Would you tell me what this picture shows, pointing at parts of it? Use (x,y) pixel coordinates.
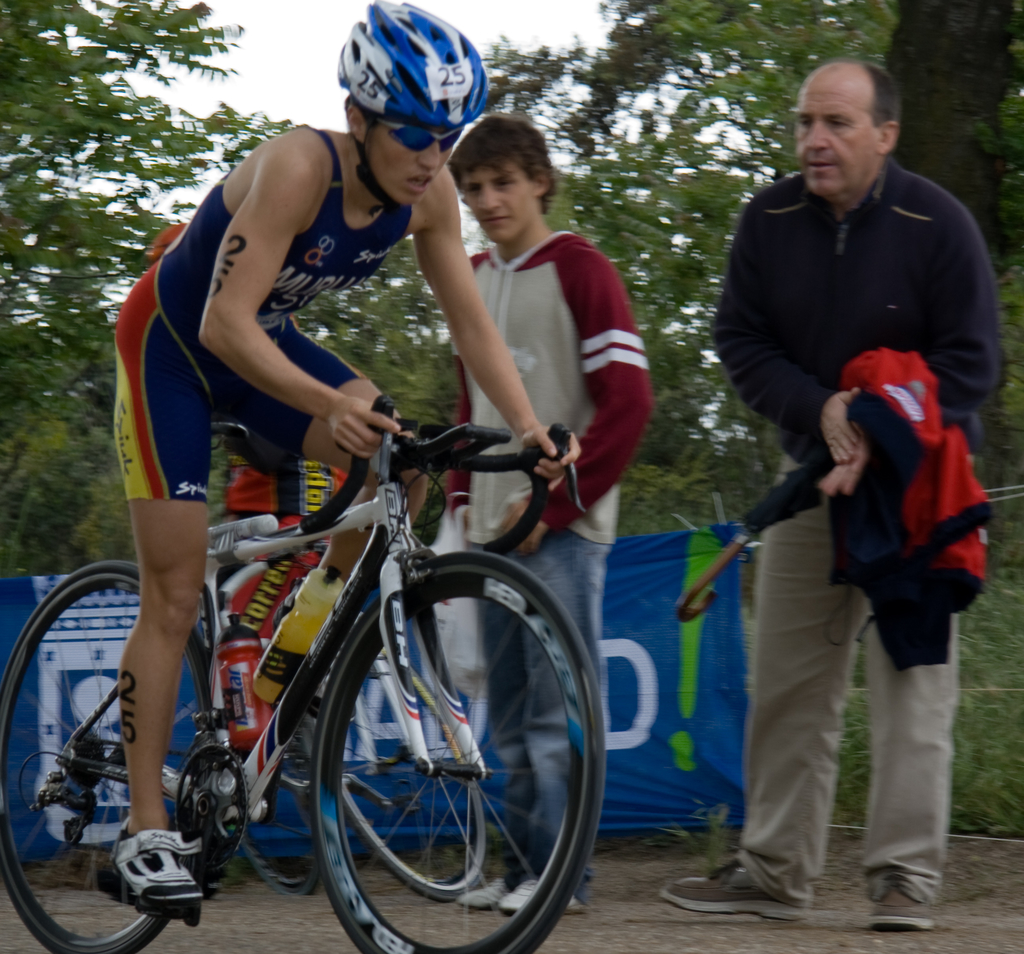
In this image there are three persons (786,386), at the right side of the image (804,478) there is a old man (794,885) who is holding a umbrella (790,503) and red color jacket (900,449) and at the middle of the image (608,390) there is guy (605,495) who is wearing a red and white color sweatshirt (592,278) looking at the guy (457,285) who is riding a cycle (499,543) and at the left side of the image (162,841) there is a blue color sports person (137,432) riding a bicycle (342,610) wearing a helmet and goggles (411,146) and at the backside of the image (95,57) there are trees (905,151) and at the bottom of the image (423,848) there is banner (638,581).
